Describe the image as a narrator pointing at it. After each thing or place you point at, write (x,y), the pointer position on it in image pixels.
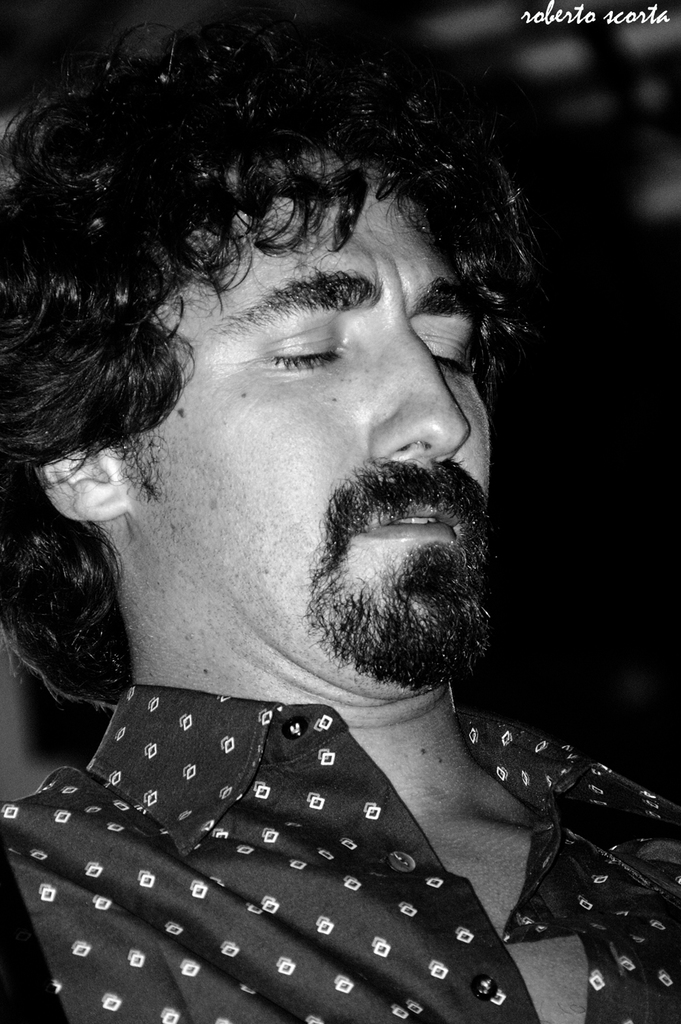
In this picture there is a man (156,421) who is wearing black shirt (319,928). In the back (578,545) we can see darkness (665,433). On the top right corner (591,21) there is a watermark (618,21).
